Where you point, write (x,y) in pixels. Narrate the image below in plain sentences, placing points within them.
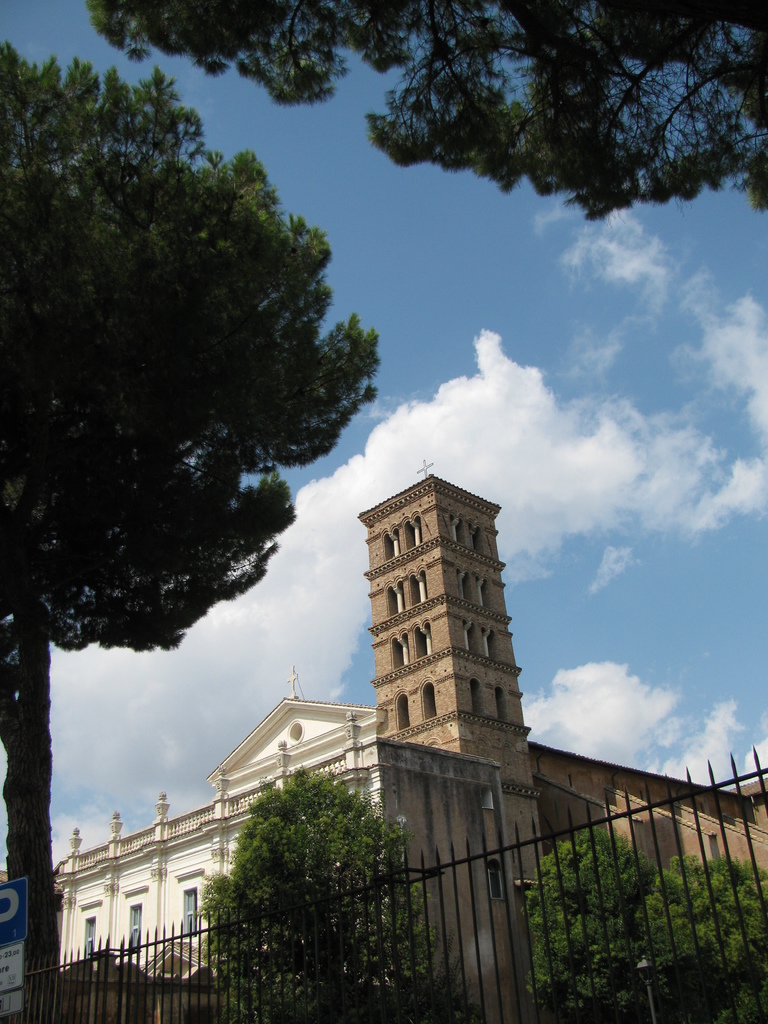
In this image, we can see a few buildings (347,723). We can see the fence (62,1010). There are a few trees (300,937). We can see some boards (26,896) on the bottom left corner (13,909). We can see a light pole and the sky (523,393) with clouds (616,503).
